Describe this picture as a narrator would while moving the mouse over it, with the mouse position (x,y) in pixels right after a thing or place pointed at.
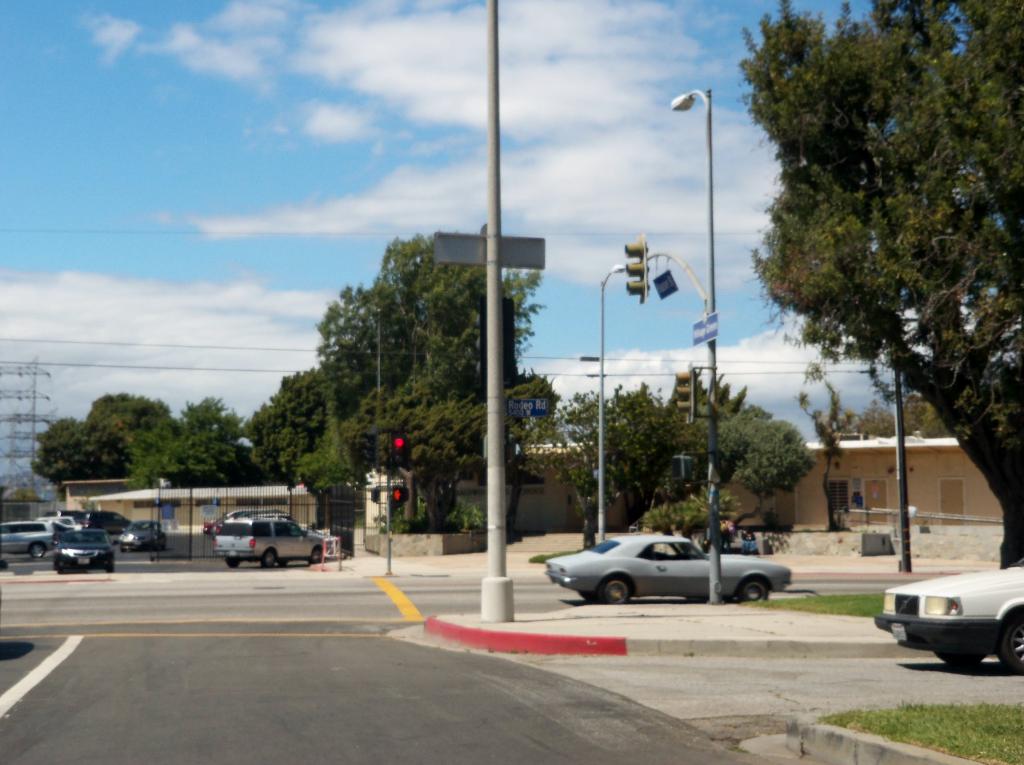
In this picture we can see there are vehicles (281,525) on the roads (258,612). On the right side of the road (264,598), those are looking like houses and there are poles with traffic signals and a light (692,101). Behind the vehicles (92,536), there are trees (211,422) and the sky (364,203).
